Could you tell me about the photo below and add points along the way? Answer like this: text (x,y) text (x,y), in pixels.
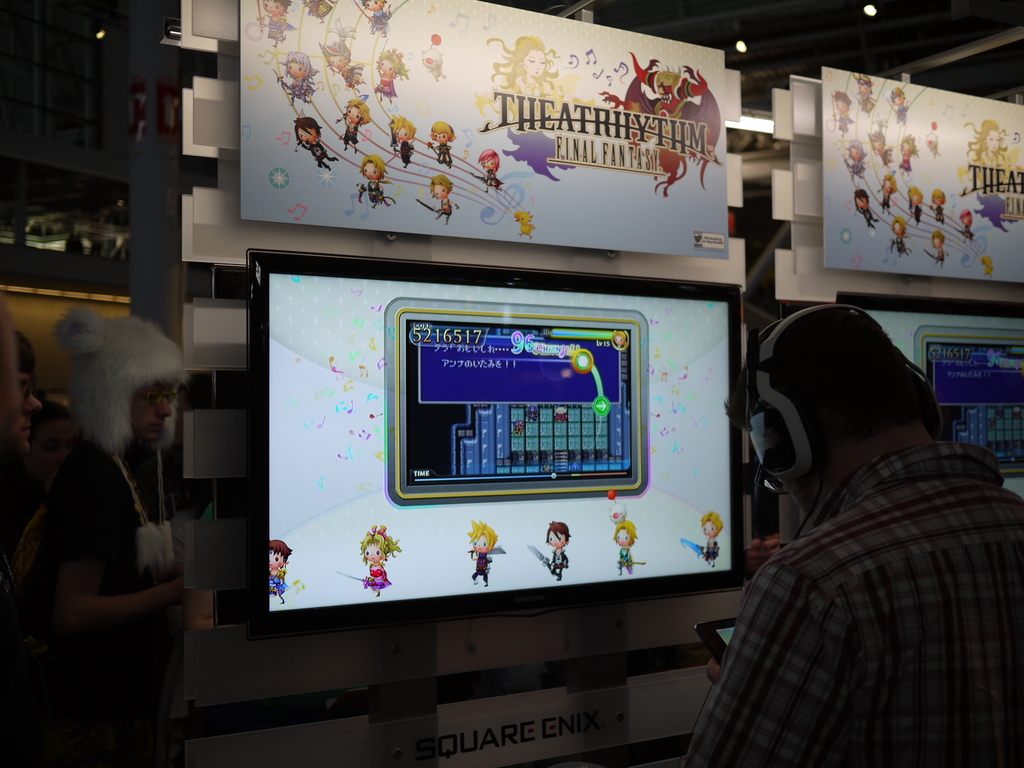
In the image we can see there is a man (853,542) standing and he is holding ipad (729,639) and wearing headphones (778,404). There are tv screens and banners (940,274) on the wall (355,654) and there is a woman (115,556) standing beside the tv screens (644,481).
